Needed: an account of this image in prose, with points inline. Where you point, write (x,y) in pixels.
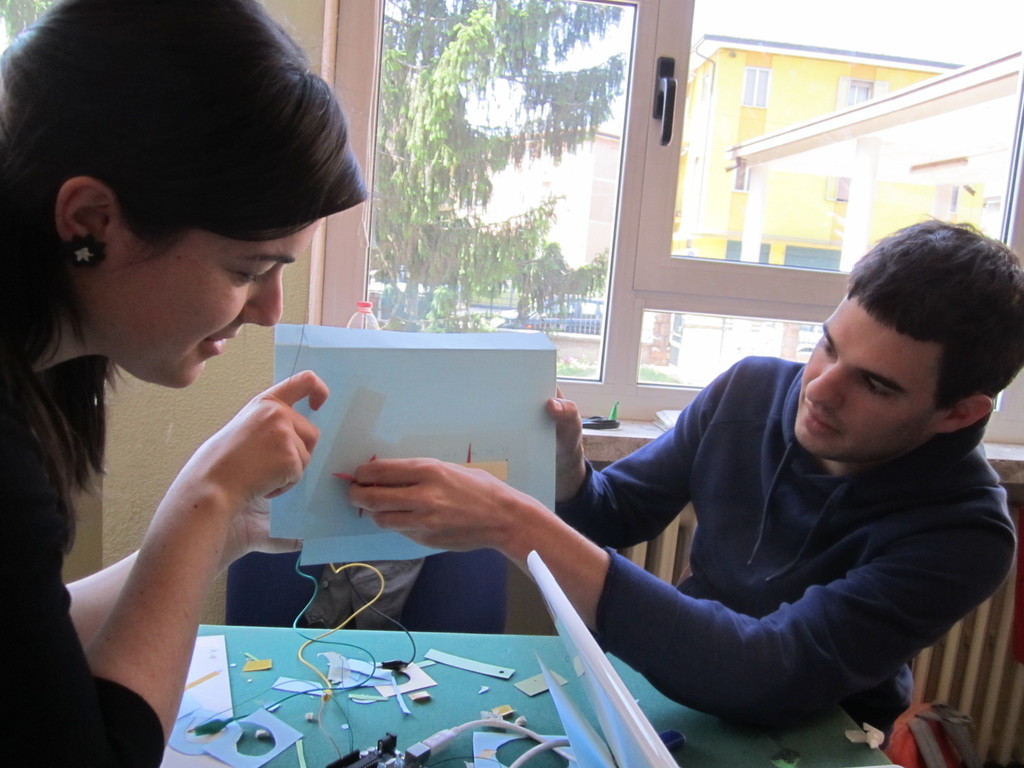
In this image, we can see a man (406,470) and a lady (300,437) holding a paper (342,550) and we can see some papers (363,696) and wires (519,730) on the table (454,719). In the background (325,267), there is a window (595,160) and through the window (651,167), we can see buildings (788,144) and trees (599,270).
